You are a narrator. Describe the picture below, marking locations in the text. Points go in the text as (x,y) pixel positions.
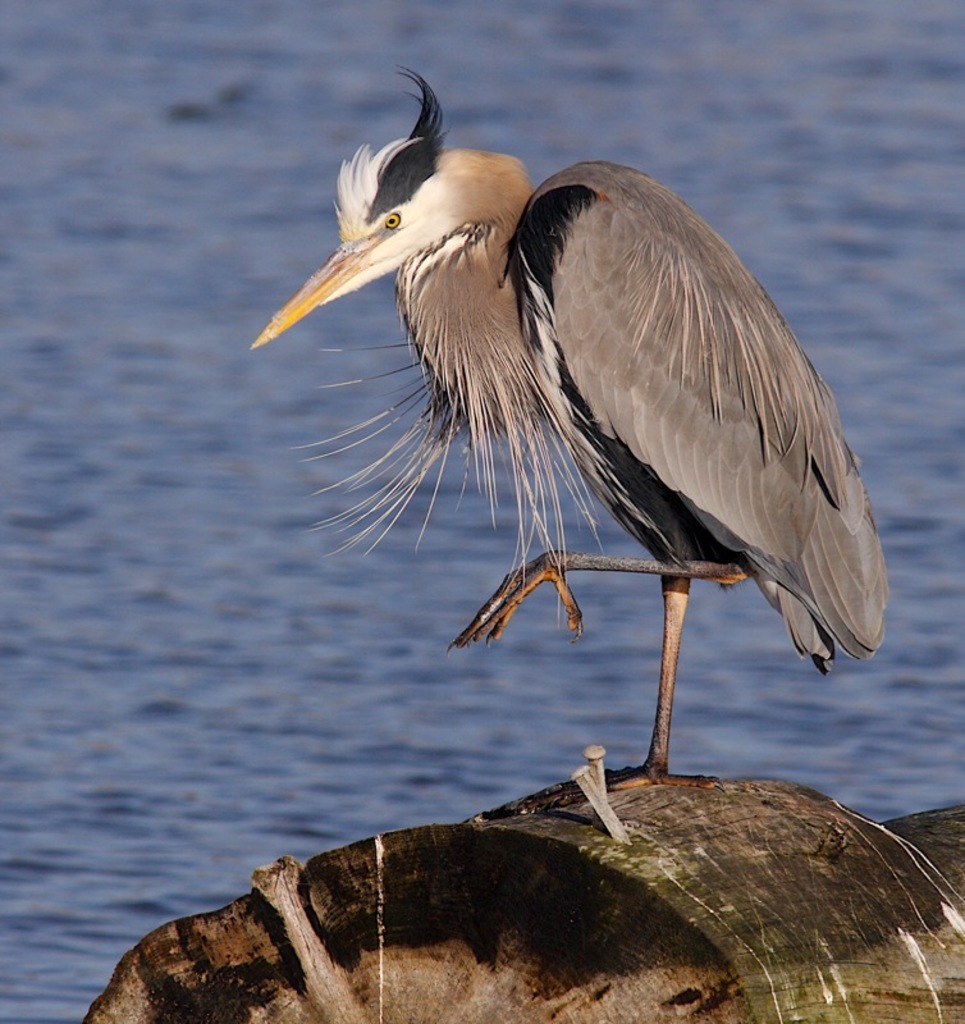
In this image there is a bird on the wooden object (724,942) and there is a water (227,224).
